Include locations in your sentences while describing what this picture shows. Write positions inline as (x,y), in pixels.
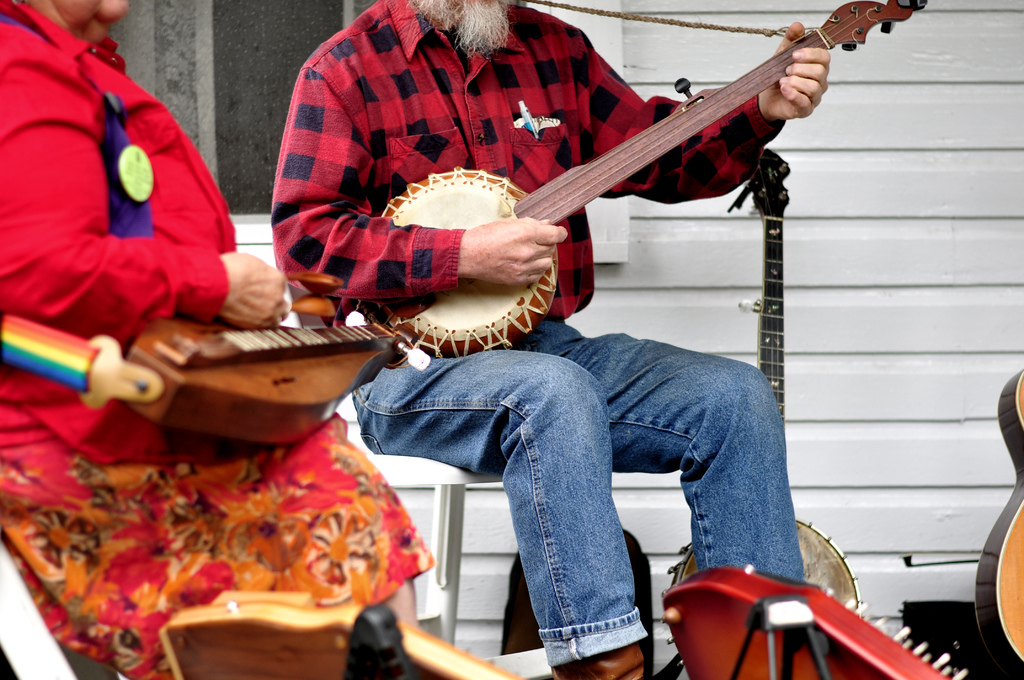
In this image there are two persons (354,275) who are playing musical instruments (345,383) at the middle of the image (447,423) there is a person (488,116) wearing red color dress (520,172) playing banjo (622,167) and at the left side of the image (177,207) a lady person (149,261) wearing red color also playing the musical instrument (333,381).
